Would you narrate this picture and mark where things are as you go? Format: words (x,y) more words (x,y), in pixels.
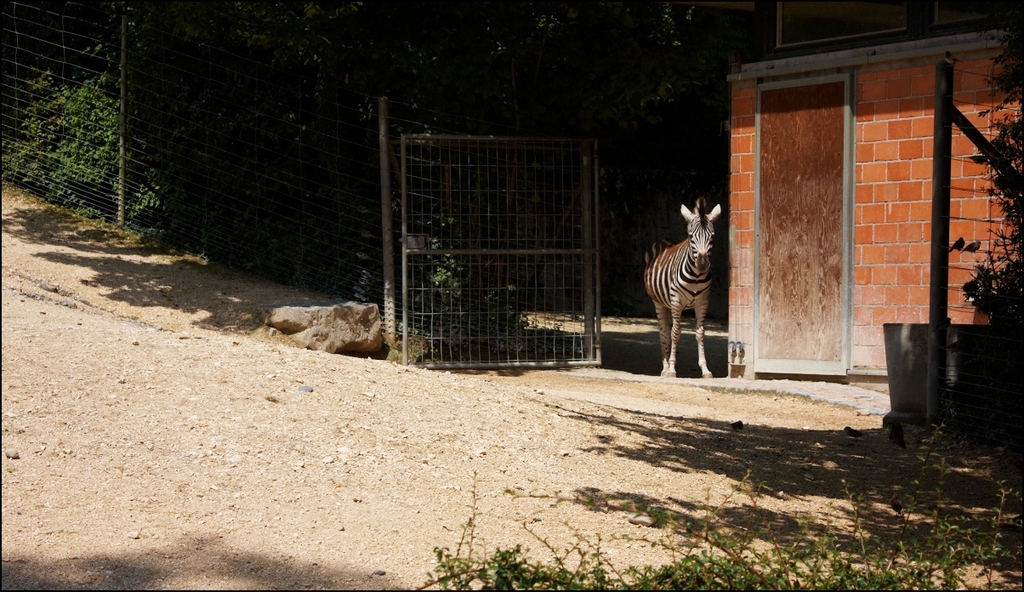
In this image we can see a zebra (684,267), there are some plants (448,287) and trees (562,58), also we can see a house (756,147), a fence (952,334), gate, pole (935,409), and a door (763,264), there are rocks (369,328).
